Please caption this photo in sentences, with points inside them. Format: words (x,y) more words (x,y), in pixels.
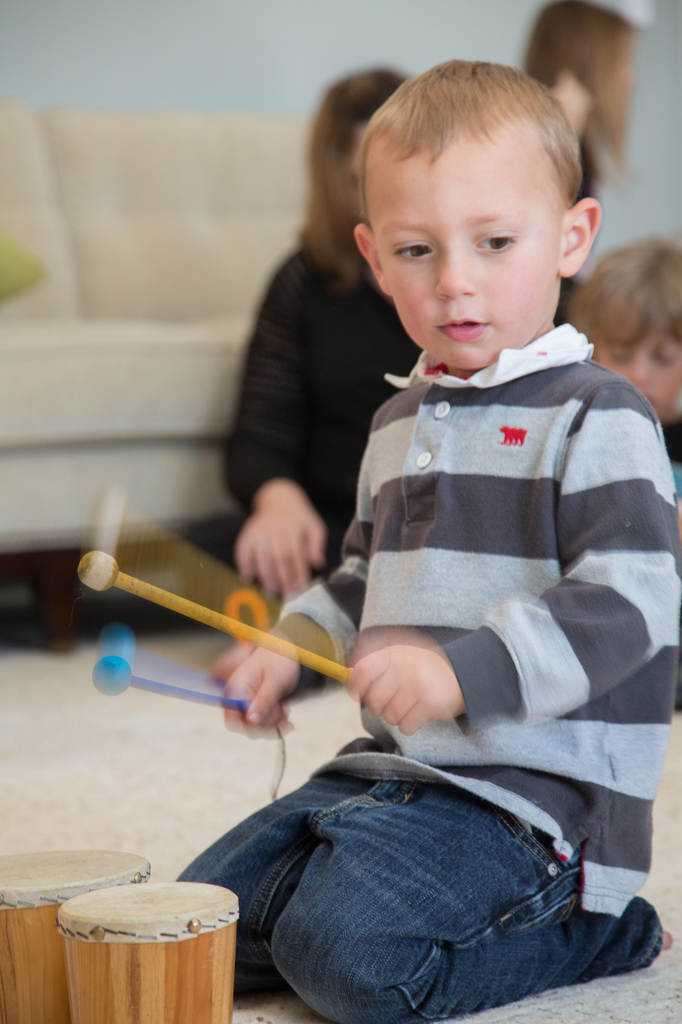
Here is a boy (439,778) sitting, holding sticks (194,691) and playing drums (118,896). At background (317,309) I can see two kids (672,254) and women (340,157) sitting. This is a couch (140,308).
